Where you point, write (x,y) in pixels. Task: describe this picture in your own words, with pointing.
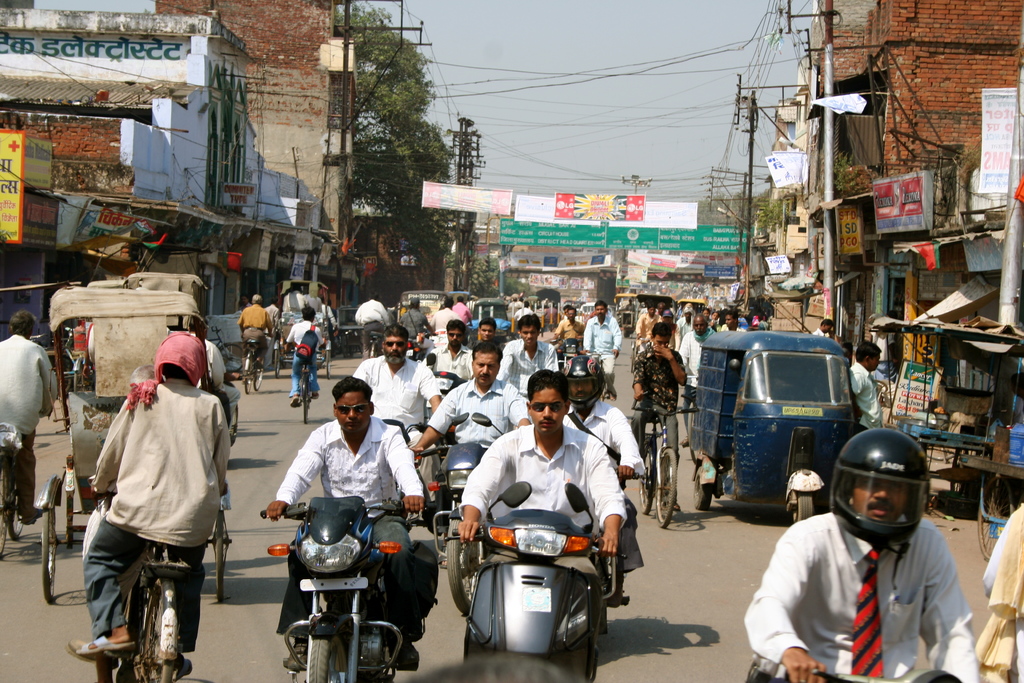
In this picture we can see a group of people (847,584) riding bicycles (173,584), motorbikes (295,518), rickshaws (497,310) on the road (630,363), buildings (161,125), poles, banners (503,193), trees (352,211), wires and in the background (530,162) we can see the sky (478,36).
